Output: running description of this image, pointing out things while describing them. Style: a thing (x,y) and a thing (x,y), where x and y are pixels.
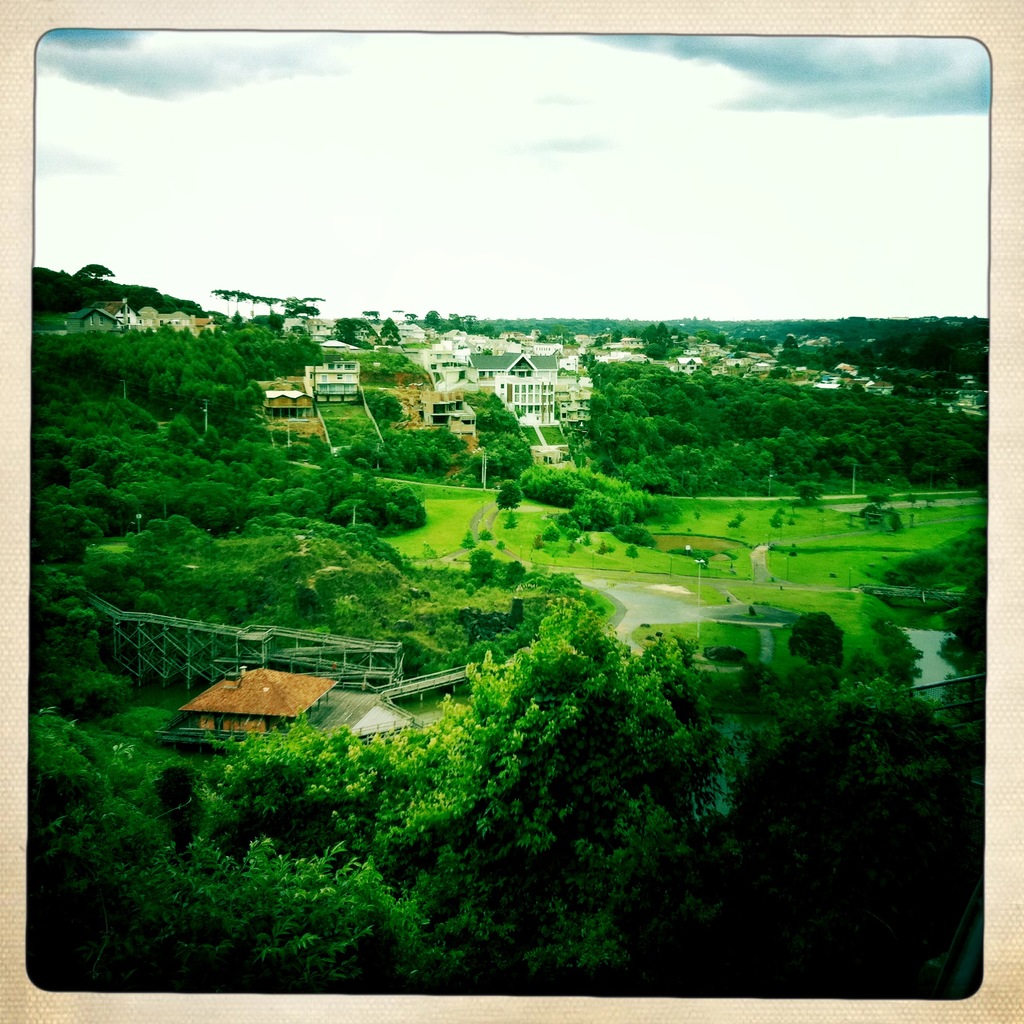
In the image I can see the view of a place where we have some trees (524,809), plants (428,882), houses (297,318), buildings (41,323) and huts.
